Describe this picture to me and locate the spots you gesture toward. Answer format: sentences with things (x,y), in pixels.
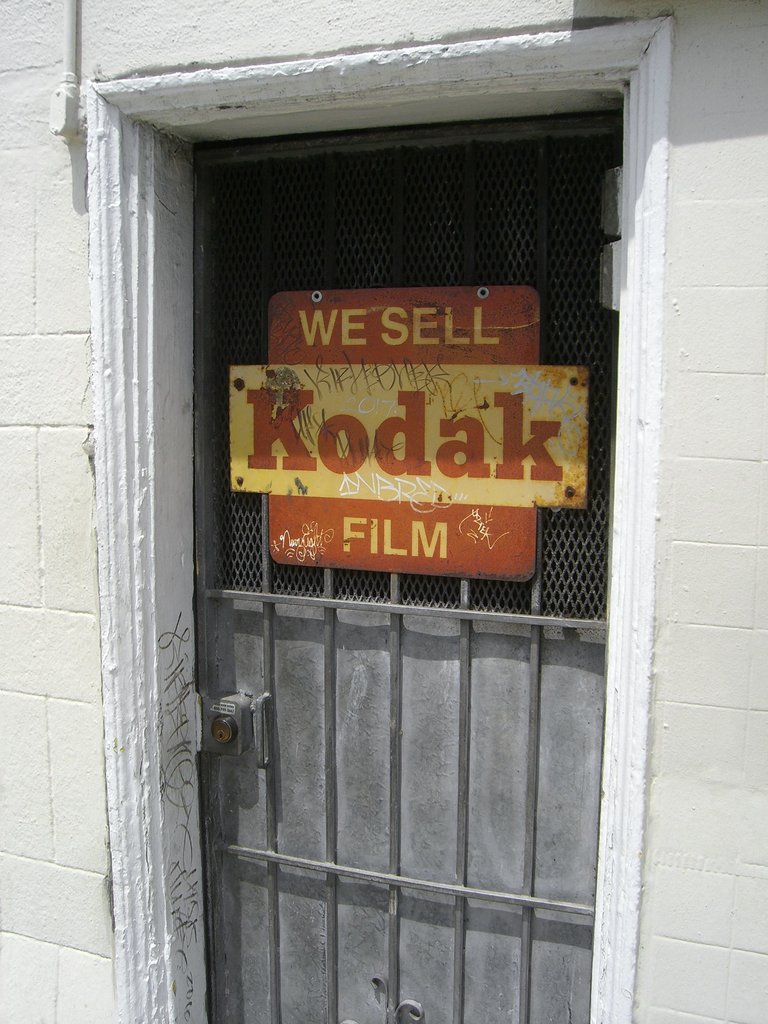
In the picture I can see a door (355,669), In front of the door (462,720), I can see some text (541,461).
